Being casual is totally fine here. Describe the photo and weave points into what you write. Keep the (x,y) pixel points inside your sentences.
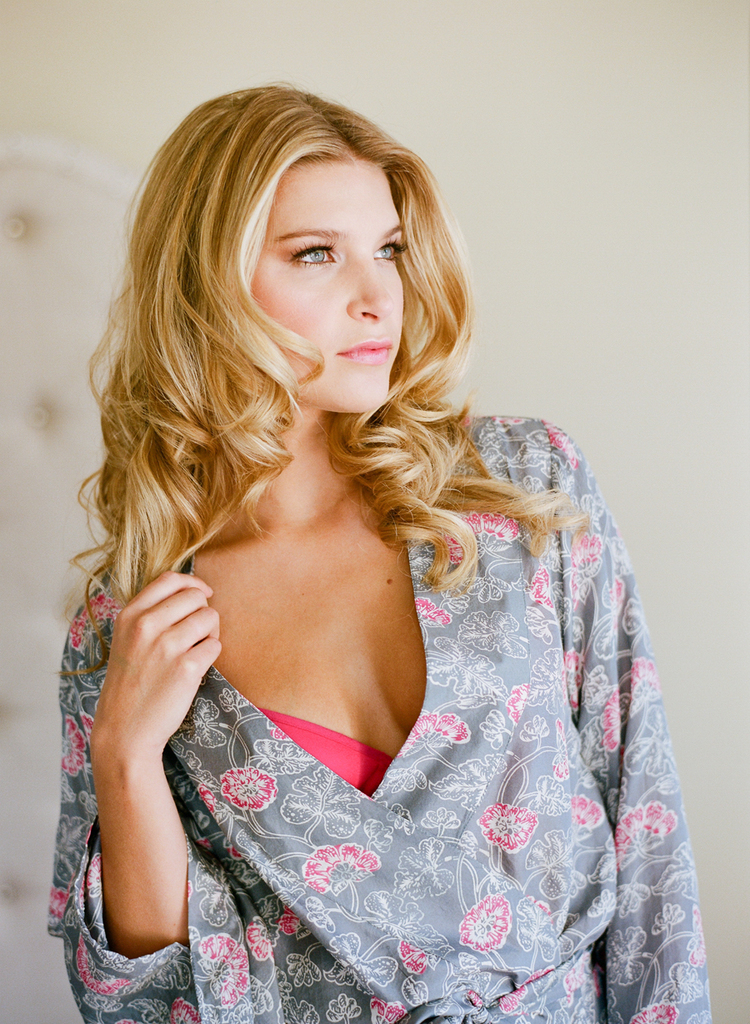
In this picture we can observe a woman (348,649). She is wearing grey and pink color dress (354,832). We can observe blonde color hair (217,218). In the background (507,109) there is a wall (554,338).
